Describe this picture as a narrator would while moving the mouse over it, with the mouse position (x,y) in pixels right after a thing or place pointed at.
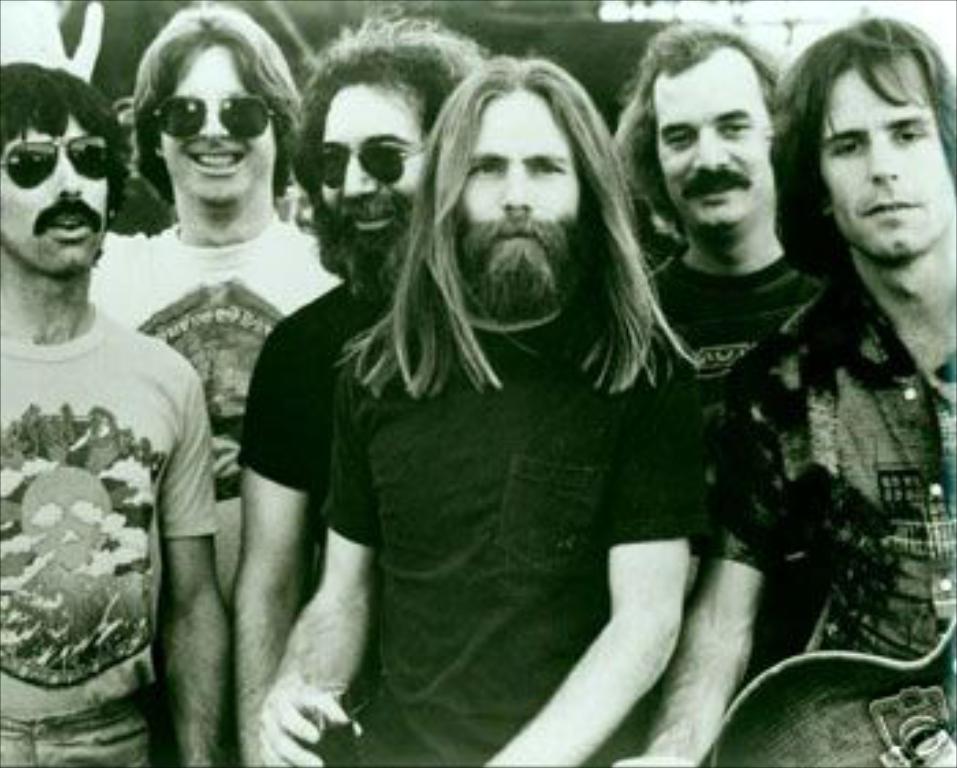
In this picture I can see a group of men (423,451) are there, they are wearing t-shirts (561,568). On the left side (32,126) three men (284,233) are wearing goggles (394,170).
